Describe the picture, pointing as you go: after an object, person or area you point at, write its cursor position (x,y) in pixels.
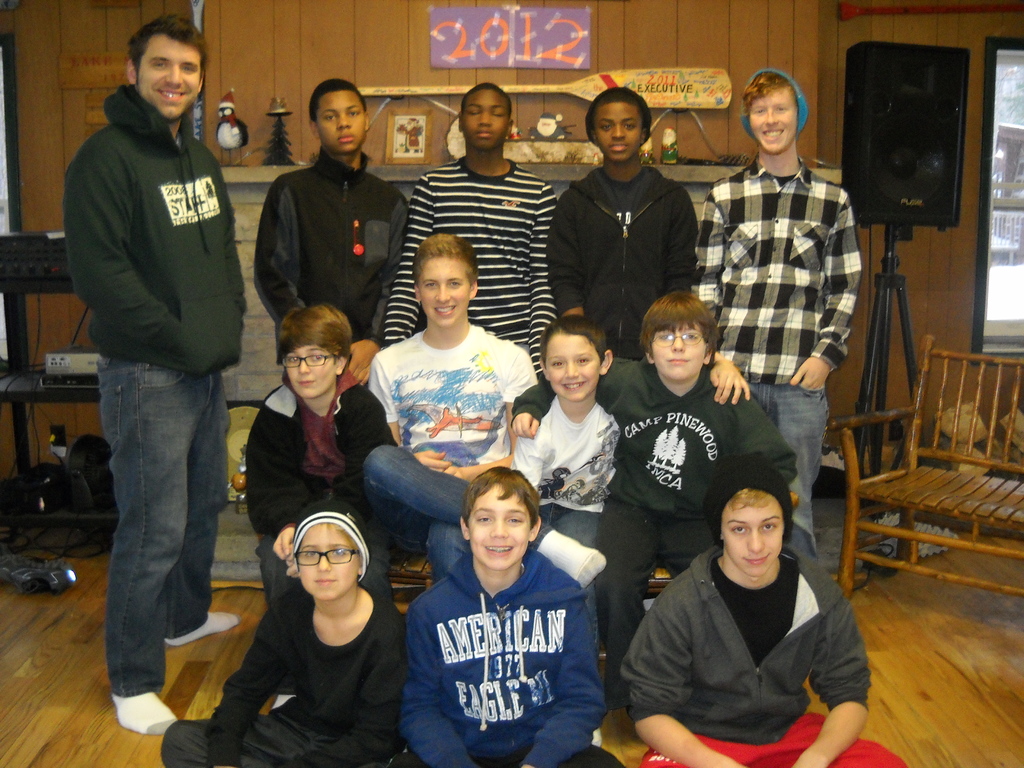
This picture might be taken inside the room (257,24). In this image, in the middle (439,394), we can see few people (584,434) are sitting and few people (380,333) are standing on the floor (885,705). On the right side (1009,362), we can see a bench (1018,484), speakers (861,174) and a glass window (1007,224). On the left side (61,266), we can also see some electronic instruments (65,379) electrical wires (17,545). In the background (223,133), we can also see a shelf (256,175), on that shelf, we can see some toys (542,126), photo frames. In the background (722,41) there is a board (583,64) and wood wall (821,30).
